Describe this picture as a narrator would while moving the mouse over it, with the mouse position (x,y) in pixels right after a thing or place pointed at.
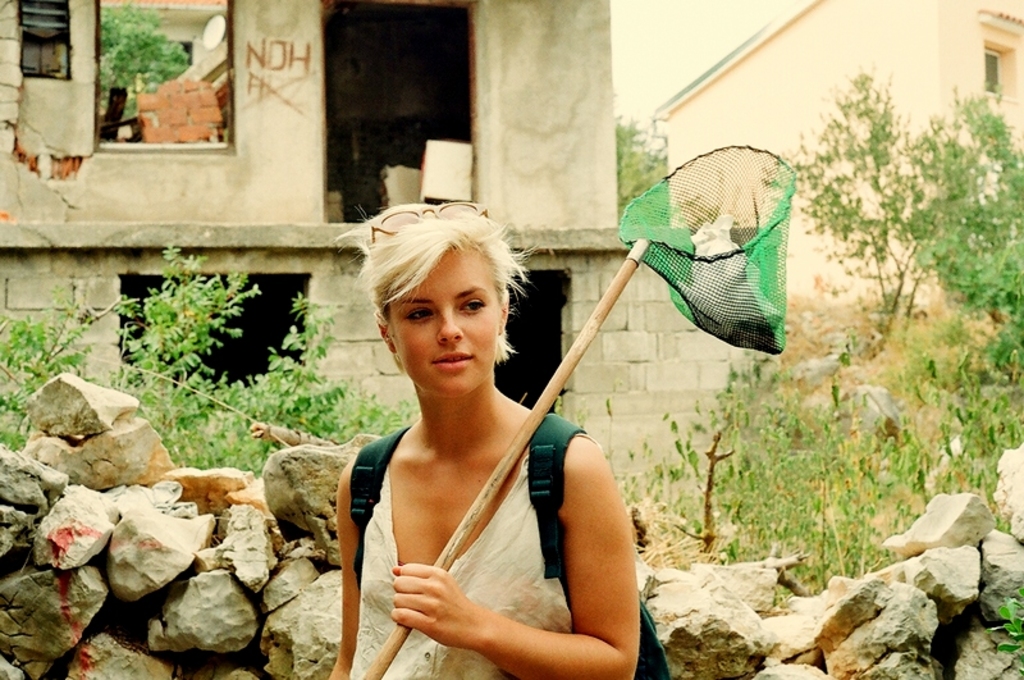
In the middle of the image (449,393), there is a woman (448,358) smiling, wearing a bag (549,453) and holding a stick (503,474) which is connected to a net (669,245). Beside her, there is a stone wall (181,576). In the background (782,481), there are plants (851,488), there are trees (143,23) and there is sky (713,19).
